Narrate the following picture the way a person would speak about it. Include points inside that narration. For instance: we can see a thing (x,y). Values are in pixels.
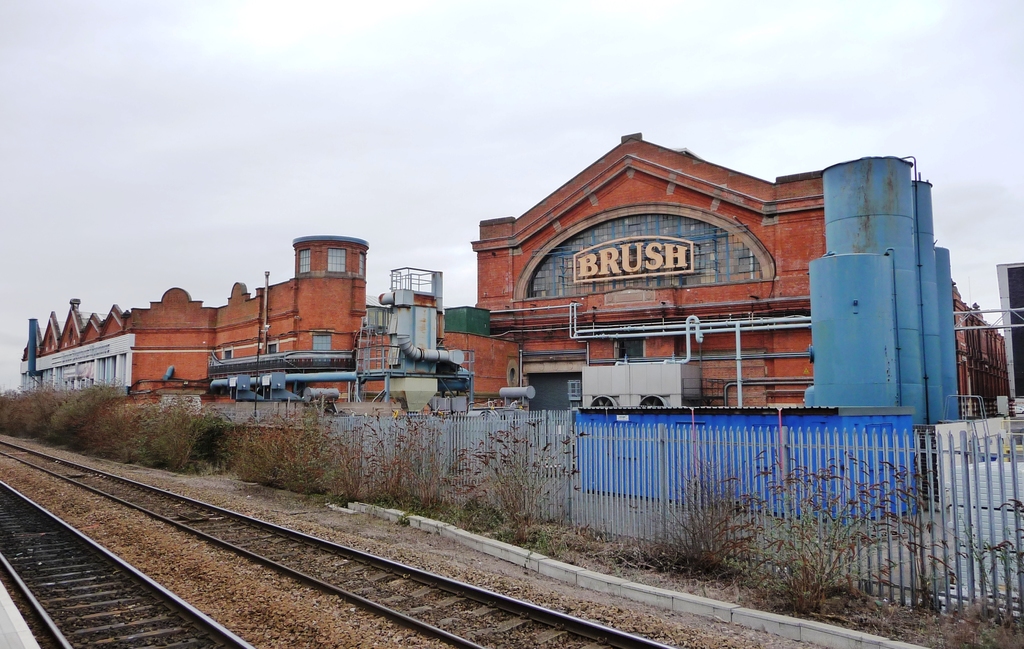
In this picture we can see the track (326,547), side we can see buildings (133,378), houses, fencing (756,504) and some plants (297,453).
